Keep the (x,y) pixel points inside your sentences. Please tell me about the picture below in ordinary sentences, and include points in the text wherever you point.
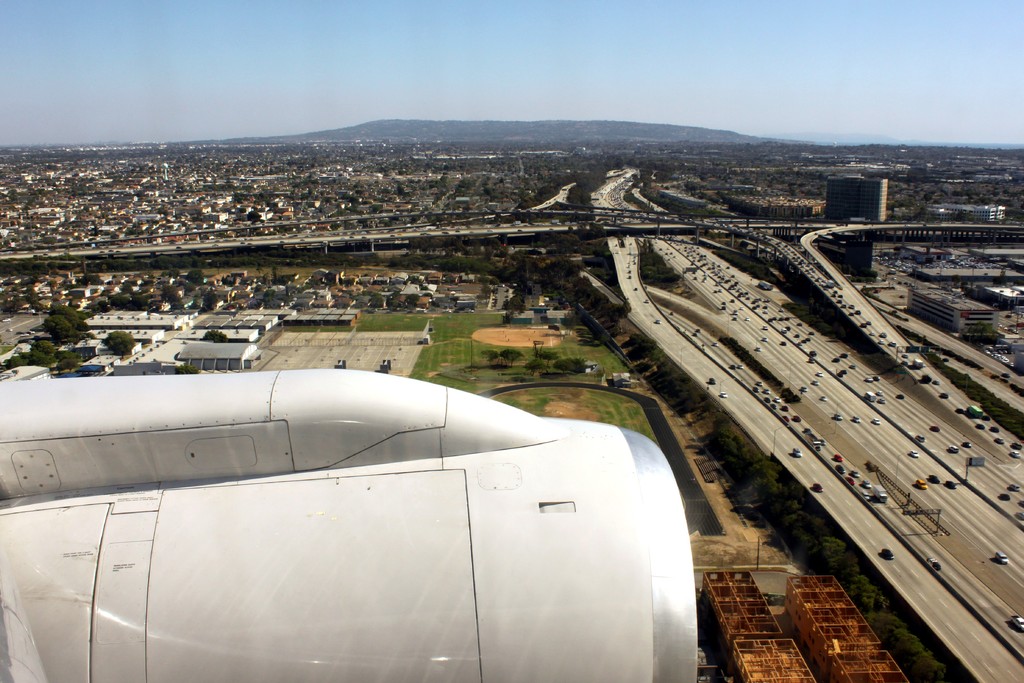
This is clicked from an airplane (282,615), in the front (770,319) there is national highway road (653,241) with buildings (248,337) all over the image and grassland (462,370) in the middle (443,342), in the background (383,91) there are hills (650,130) and above its sky (531,64).
